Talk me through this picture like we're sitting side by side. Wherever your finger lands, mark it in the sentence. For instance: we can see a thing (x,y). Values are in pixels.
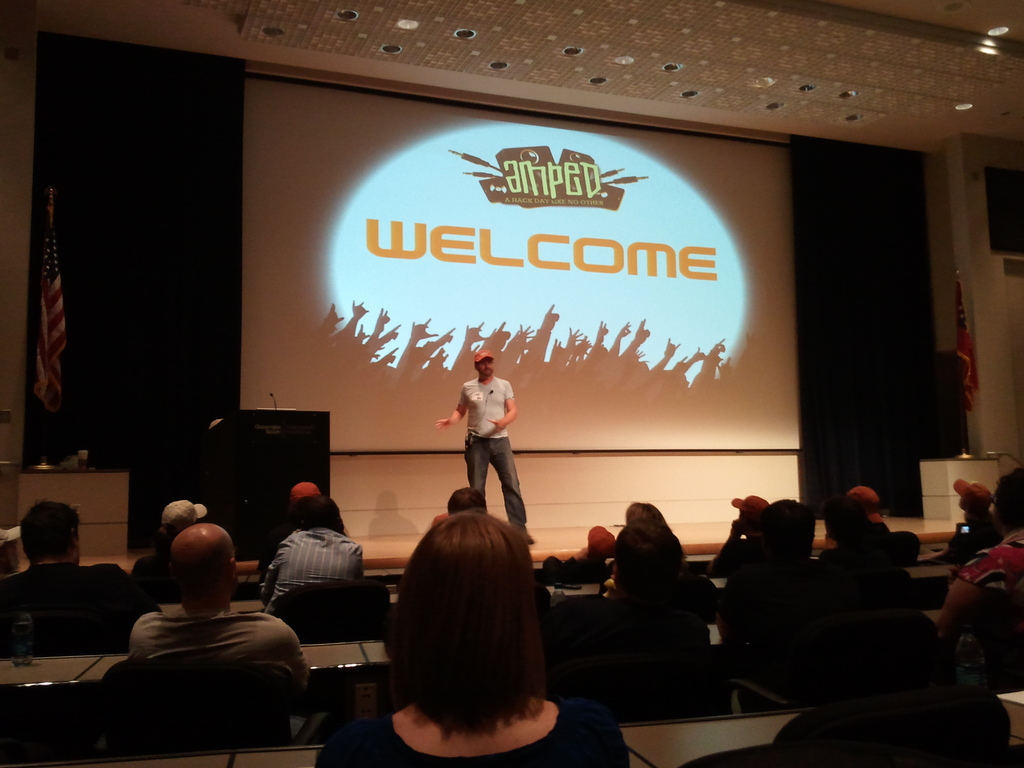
In this image we can see a group of person (534,632) and tables (322,700). Behind the persons (376,719) we can see a person (479,457) standing. Beside the person (510,459) we can see a podium (307,423) with a mic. Behind the person (469,460) we can see a wall (448,466) and a screen (403,268) with text (628,270) and image (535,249). On the left side (95,488), we can see a table (46,481) and a flag (55,384). On the right side (983,324), we can see a wall (956,231), table (942,490) and a flag (968,378). At the top (823,64) we have a roof (646,65) and lights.
